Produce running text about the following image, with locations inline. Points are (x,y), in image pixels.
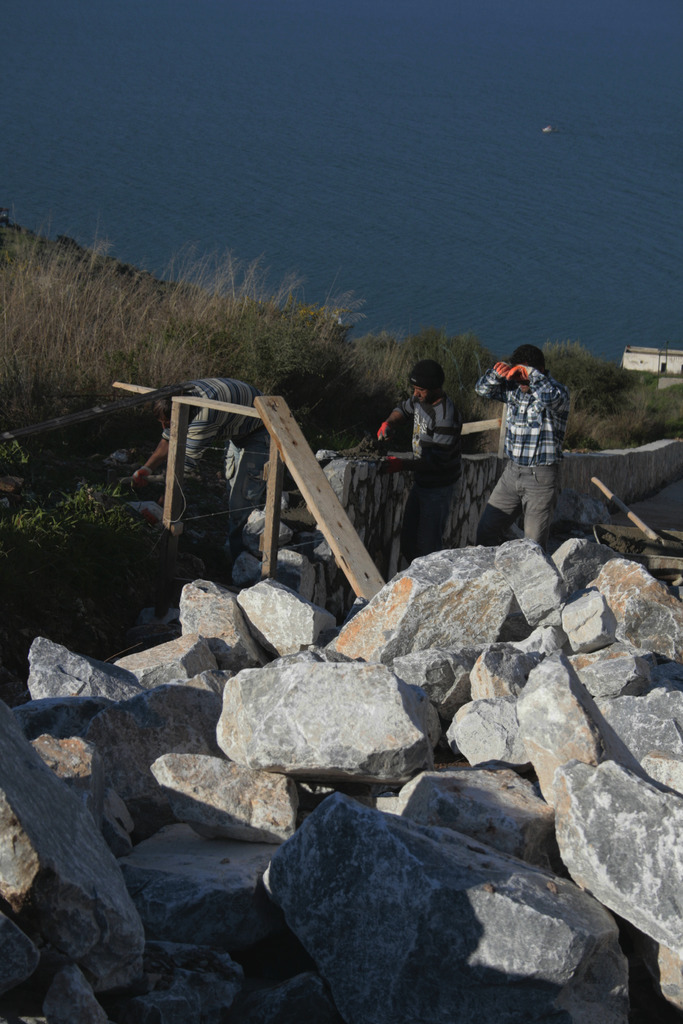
At the bottom of the image (265,801) there are rocks (359,748). Behind the rocks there are three men (393,461) and also there is a wall (340,589). There is grass (64,388) on the ground (36,483). At the top of the image (415,181) there is water (469,237).
